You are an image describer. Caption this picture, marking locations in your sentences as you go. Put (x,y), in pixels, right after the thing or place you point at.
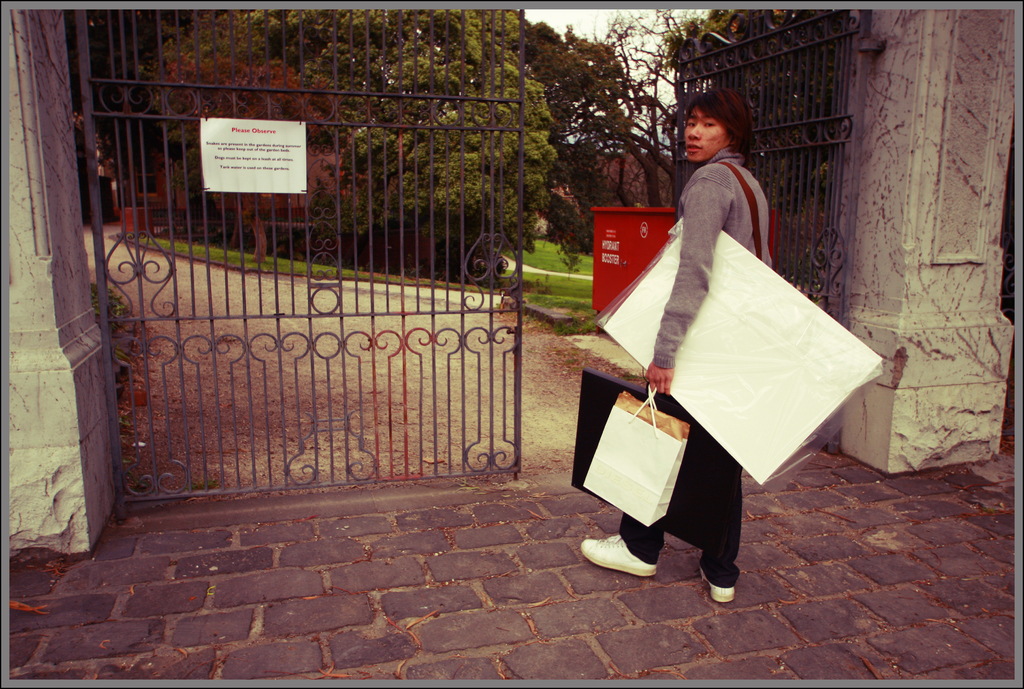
In this picture we can see one person (692,297) is holding so many objects (656,391) and entering into the gate (409,349).
